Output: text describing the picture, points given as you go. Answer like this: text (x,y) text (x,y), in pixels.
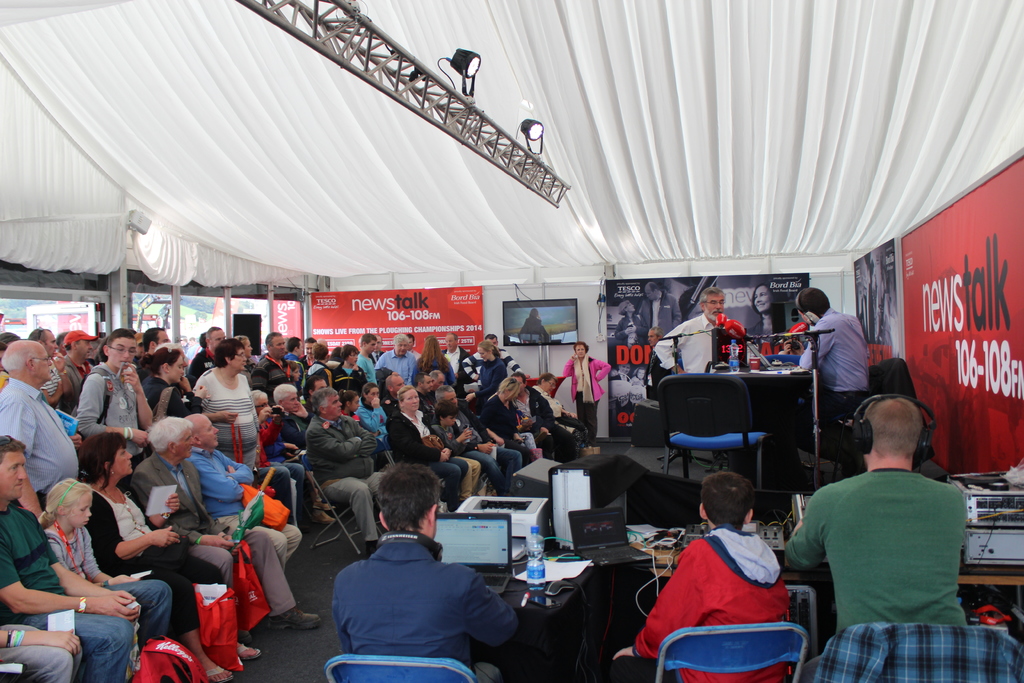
At the top of the image (274,100) we can see curtain (671,91), crane (356,45) and electric lights (466,69). To the left middle of the image (161,347) we can see spectators (367,334) sitting in chairs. To the right middle of the image (862,395) we can see some persons (669,357) sitting on dais (701,463) and engaging with themselves. At the bottom of the image (926,601) we can see sound systems (980,502), persons (865,557), chairs (846,648), laptop (614,513), water bottle (536,541) and a cellular phone (558,600).
